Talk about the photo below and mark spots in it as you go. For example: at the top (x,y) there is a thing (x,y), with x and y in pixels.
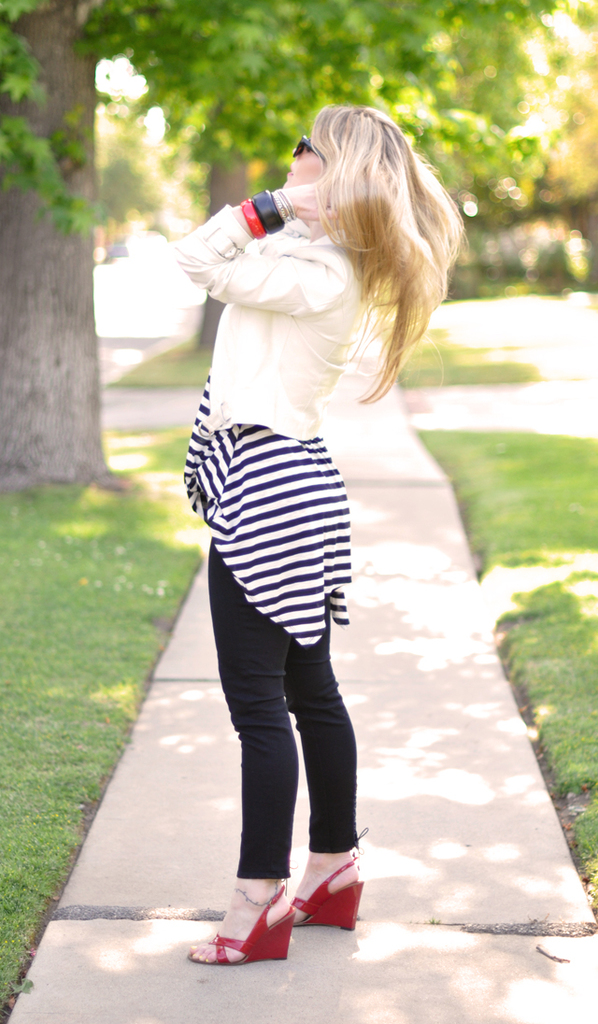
In this image I can see a woman (314,762) is standing and she wore white color top (304,432), black color trouser (299,651). On the left side (45,43) there are trees (413,67).
